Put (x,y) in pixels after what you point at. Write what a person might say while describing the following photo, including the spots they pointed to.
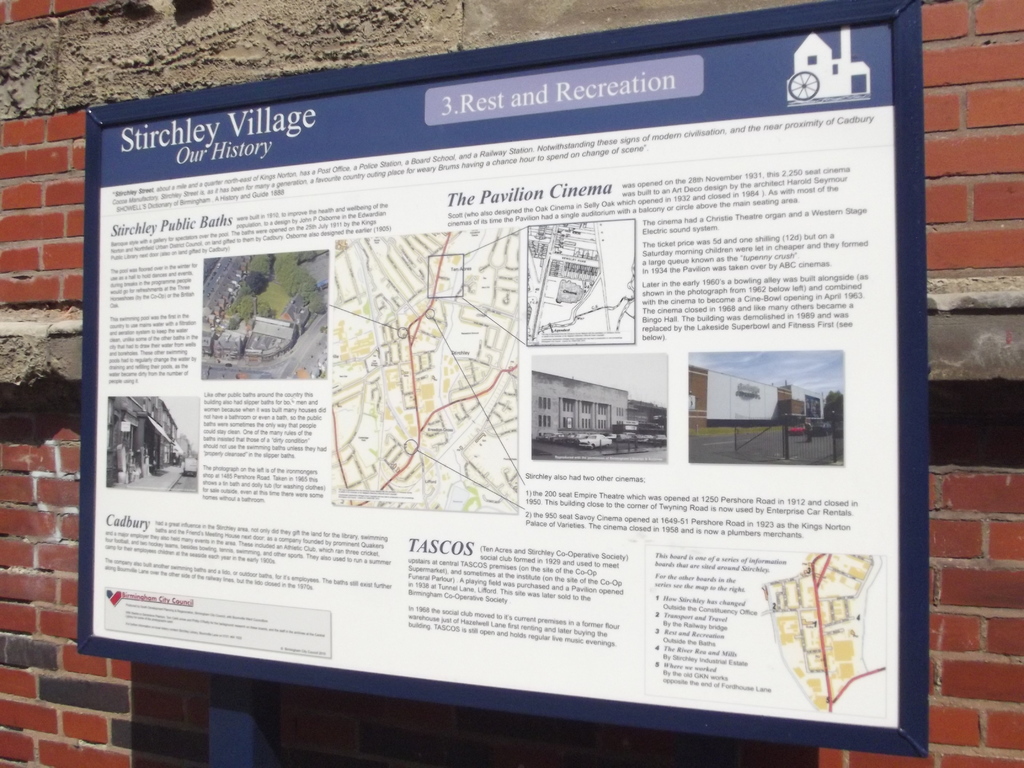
This picture is mainly highlighted with a board (690,212) of a geographical map (477,404) and route (500,417). Behind this board (553,53) there is wall (488,17) with bricks (974,244).
